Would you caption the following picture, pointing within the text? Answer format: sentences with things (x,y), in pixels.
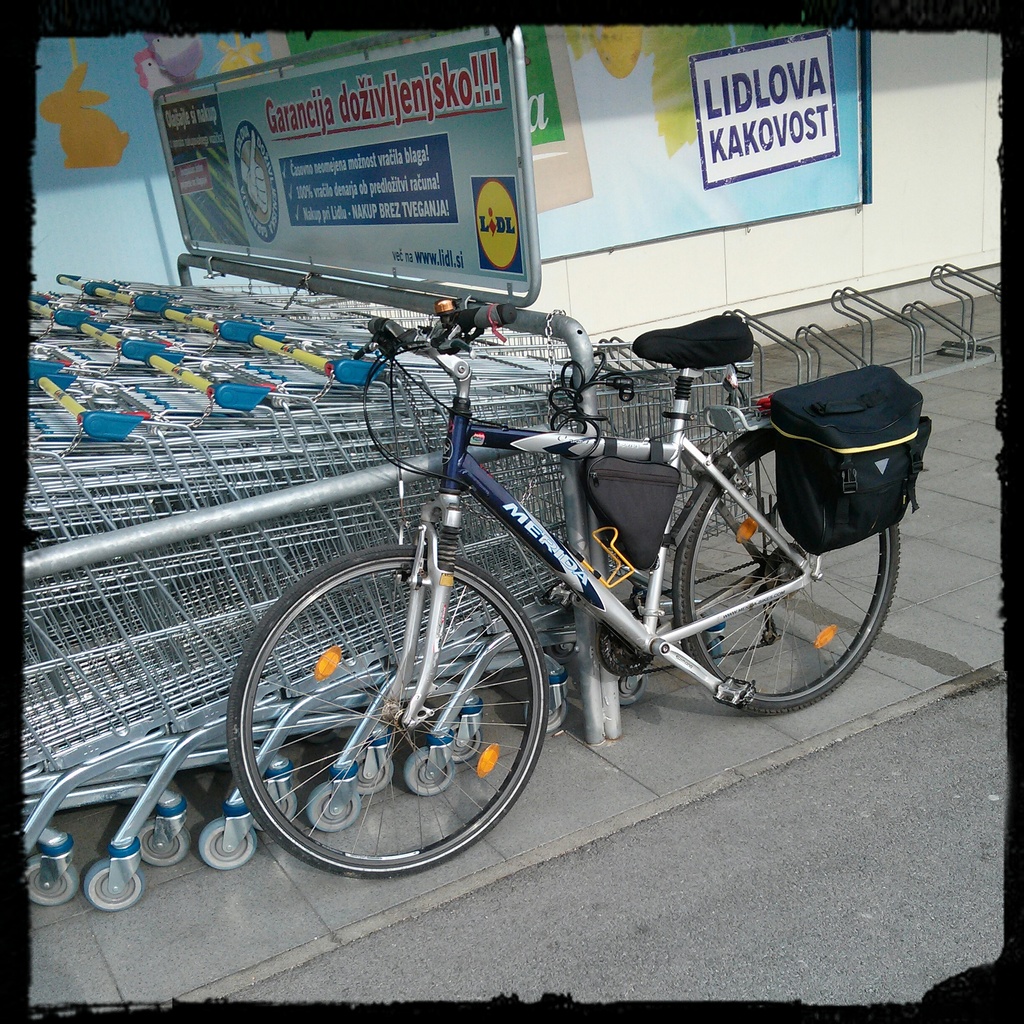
In this image I can see the bicycle (651,641) and there is a bag (838,531) attached to it. To the side I can see the baskets (270,569) which are in blue, yellow and silver color. In the background (352,147) I can see the boards (388,185) to the wall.
